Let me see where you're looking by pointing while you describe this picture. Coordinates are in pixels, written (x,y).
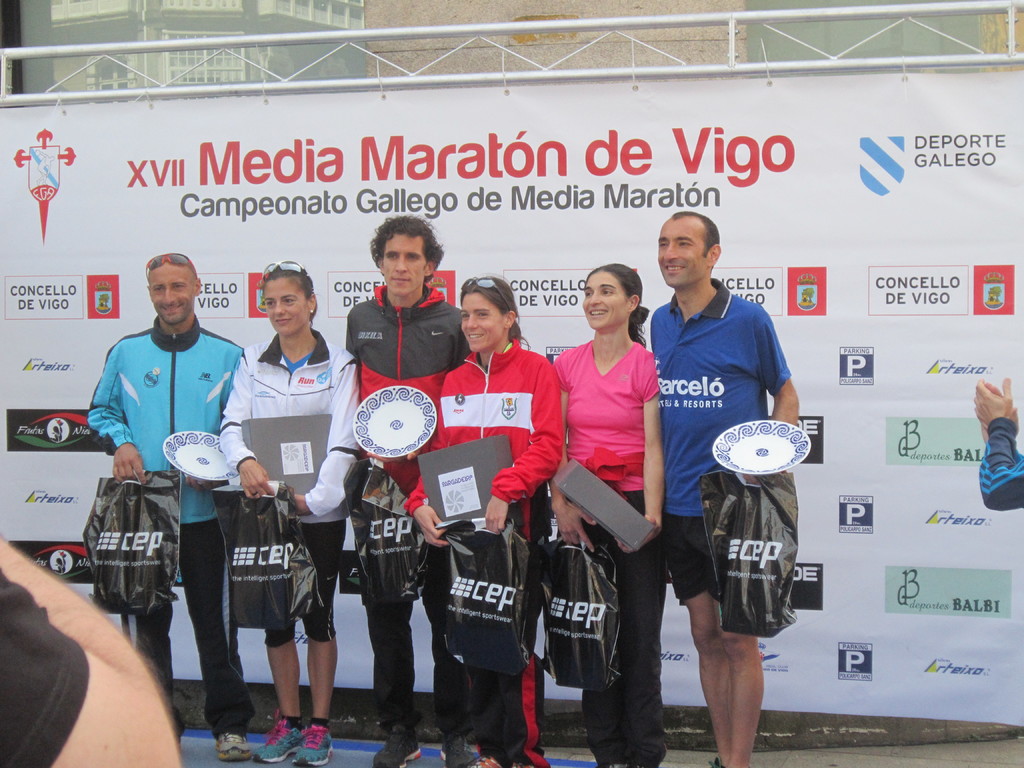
In the given picture, I can see six sport persons (290,312) including women's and men's (728,321) and I can see all six people (559,528) who are carrying and holding gifts (450,455) and behind this people (745,353), There is a flex (54,511) after that i can see a building (238,64) and also a person hand (1013,409).
